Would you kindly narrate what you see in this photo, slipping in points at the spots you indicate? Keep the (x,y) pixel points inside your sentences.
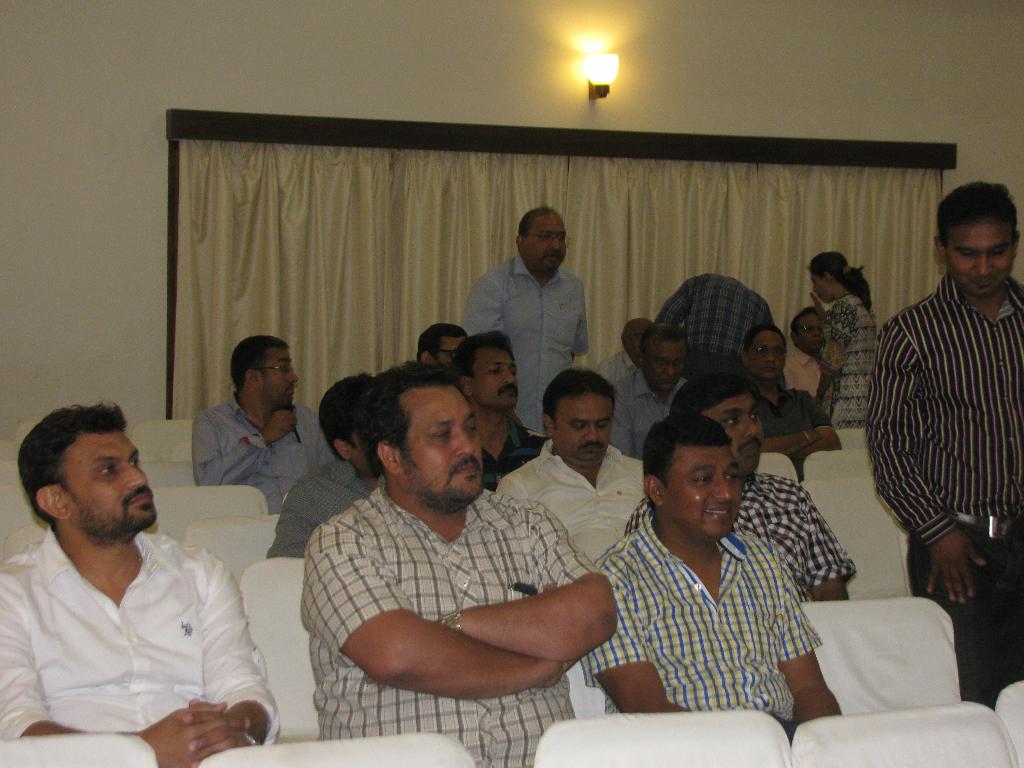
A group of people (60,609) are sitting on the chairs (713,715). A man (523,363) is standing in the middle (492,273) there is a light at the top (592,100) on the wall (672,36) and the curtain (631,207) behind him.
